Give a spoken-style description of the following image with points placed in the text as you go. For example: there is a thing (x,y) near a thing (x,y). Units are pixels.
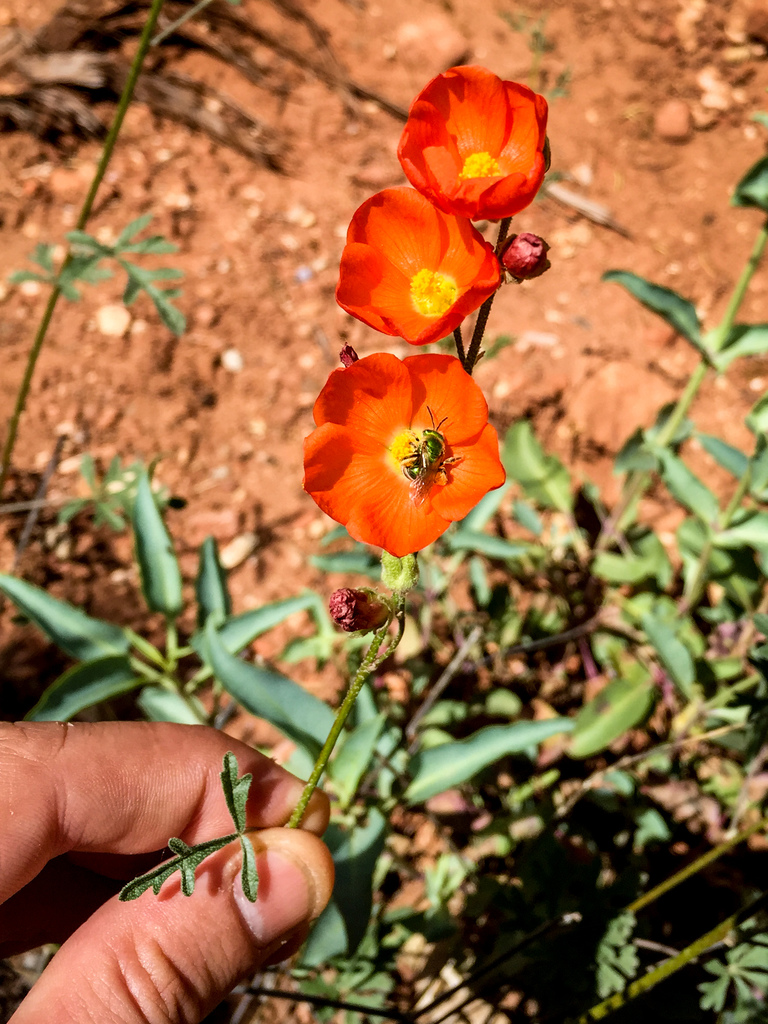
In this image we can see a human hand (217,804) is holding orange color flowers (407,487). Background of the image (11,385) leaves (149,577) and stems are present and sandy land (315,188) is there.
